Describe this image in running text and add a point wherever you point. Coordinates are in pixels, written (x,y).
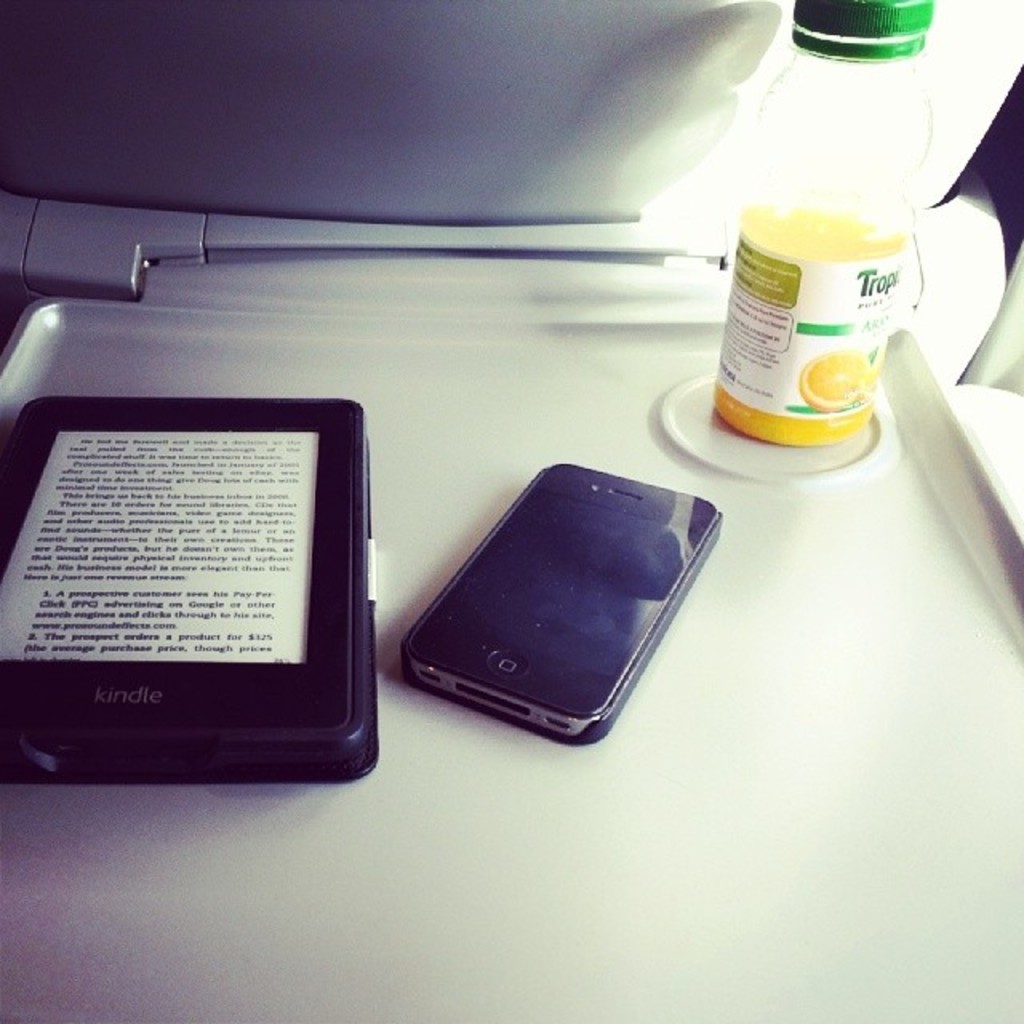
In this picture, There a plate (537,858) of white color and there is a black color object (218,715), In the middle there is a cell phone (582,599) in black color, In the right side (793,383) there is a bottle (854,310) which contains yellow color liquid (834,237).
